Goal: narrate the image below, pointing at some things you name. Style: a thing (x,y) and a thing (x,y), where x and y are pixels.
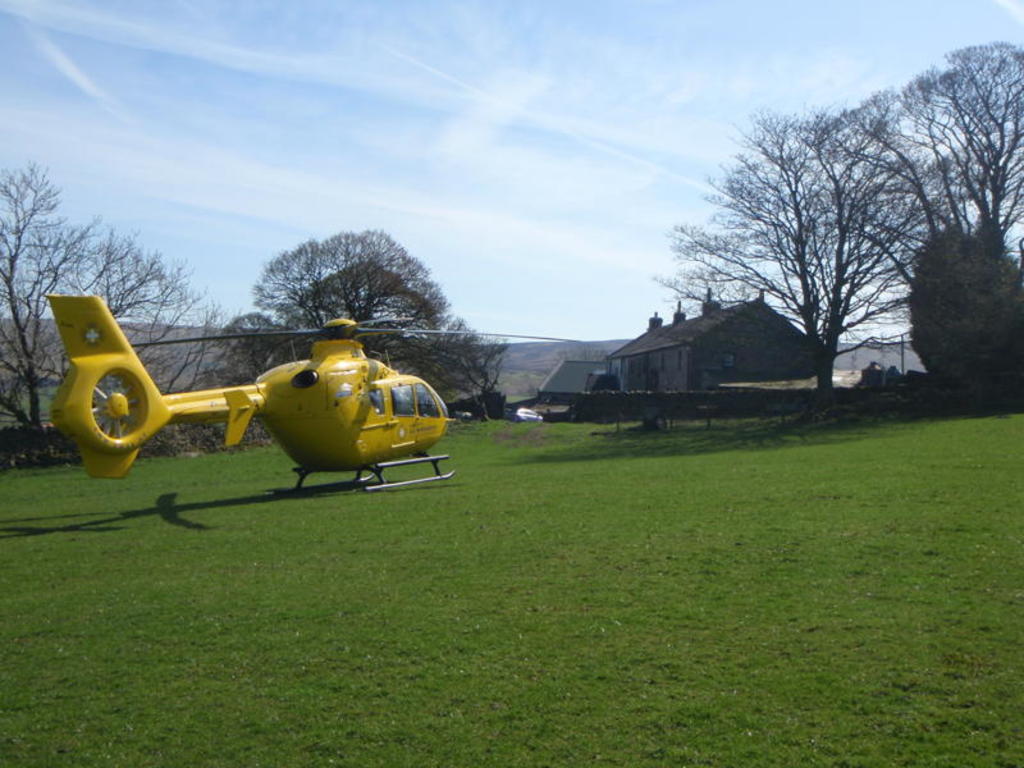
In this image we can see a helicopter (236,431) which is on the ground (477,556) and in the background of the image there are some trees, houses (590,383) and top of the image (452,224) there is a clear sky (426,252).
